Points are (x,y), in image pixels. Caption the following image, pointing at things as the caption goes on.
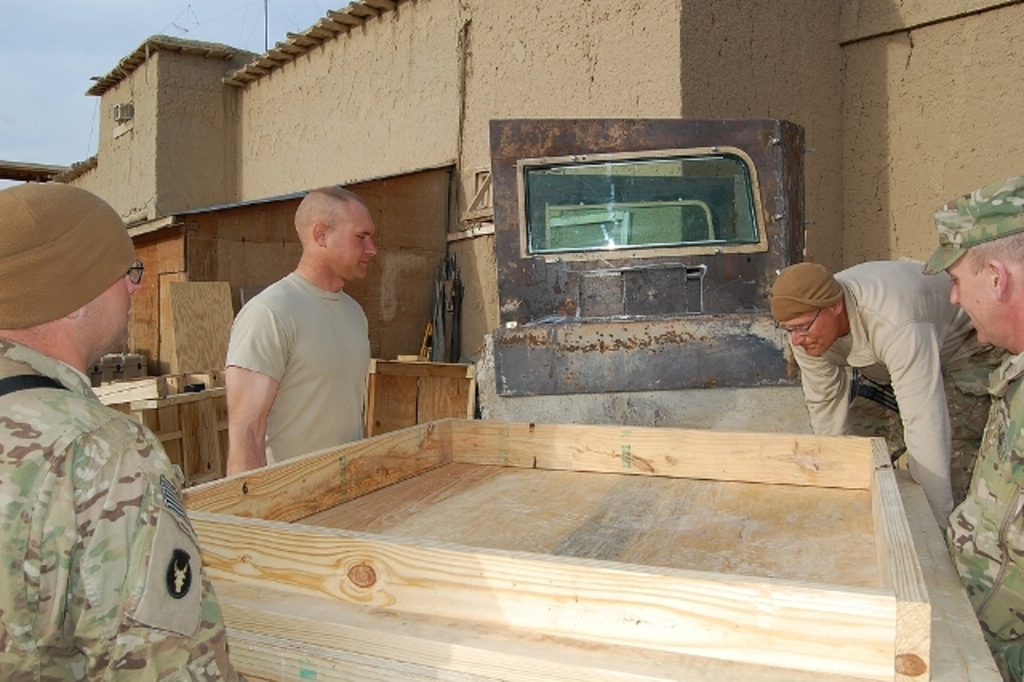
In the image few people (154,641) are standing and holding a table (821,453). Behind them there is a building (375,309). In the top left corner of the image (51,143) there is sky (68,150).
